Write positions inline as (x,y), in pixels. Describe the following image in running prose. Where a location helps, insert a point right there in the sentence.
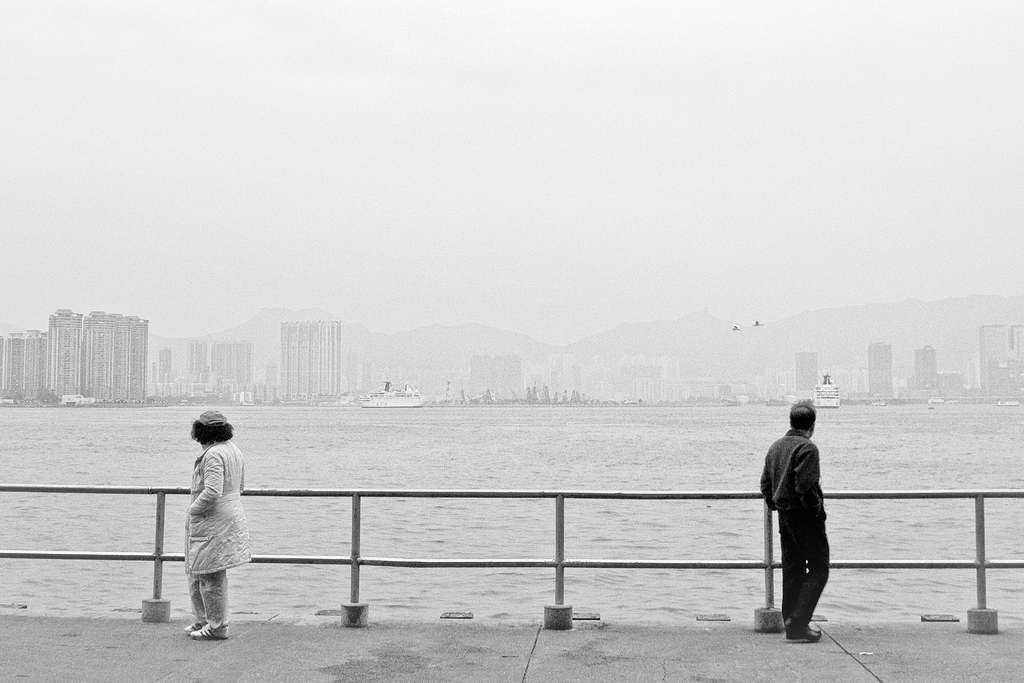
In this image there are two people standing on the pavement (761,642). Behind them there is a metal fence (355,527). In the center of the image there are ships (818,394) in the water (588,432). In the background of the image (460,369) there are buildings (319,353), mountains (697,333) and sky (599,195).
